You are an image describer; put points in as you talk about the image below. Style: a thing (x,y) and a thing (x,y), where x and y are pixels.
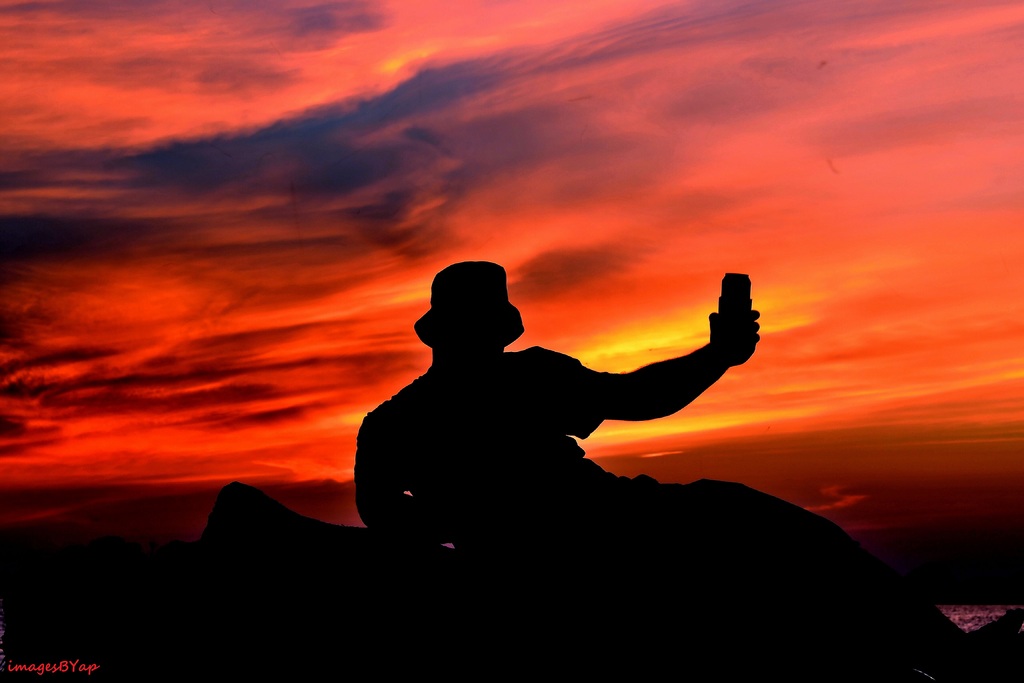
In this image, we can see depiction of a person (543,541). There is a sky (458,97) at the top of the image (402,59).
